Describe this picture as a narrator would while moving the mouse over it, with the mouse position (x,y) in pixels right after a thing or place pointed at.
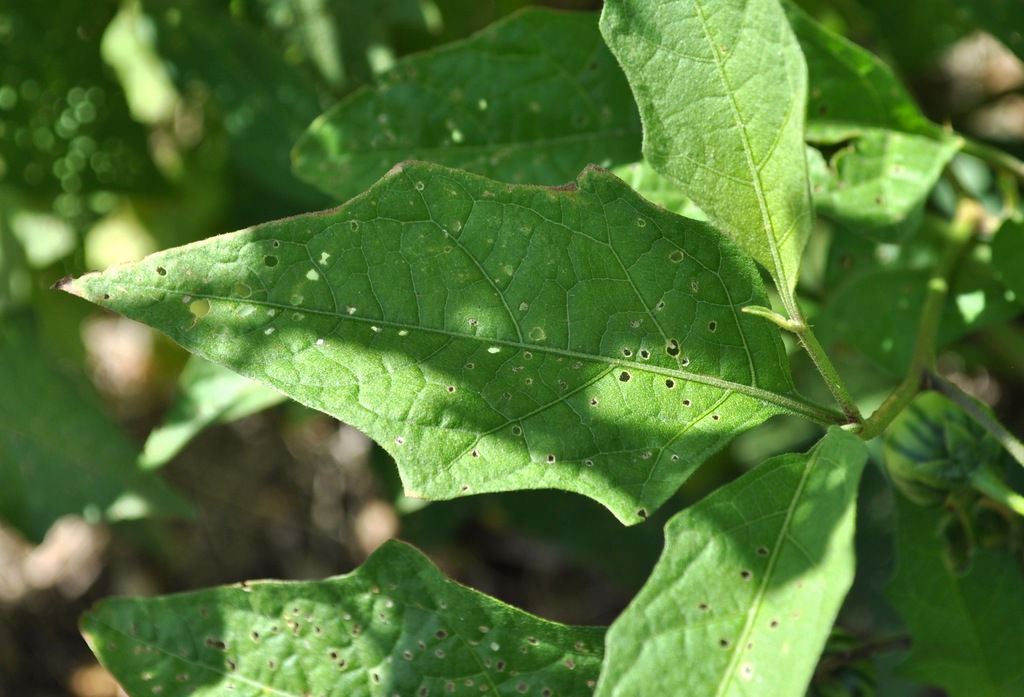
In this image, we can see some plants (531,349). We can also see the blurred background (298,534).
